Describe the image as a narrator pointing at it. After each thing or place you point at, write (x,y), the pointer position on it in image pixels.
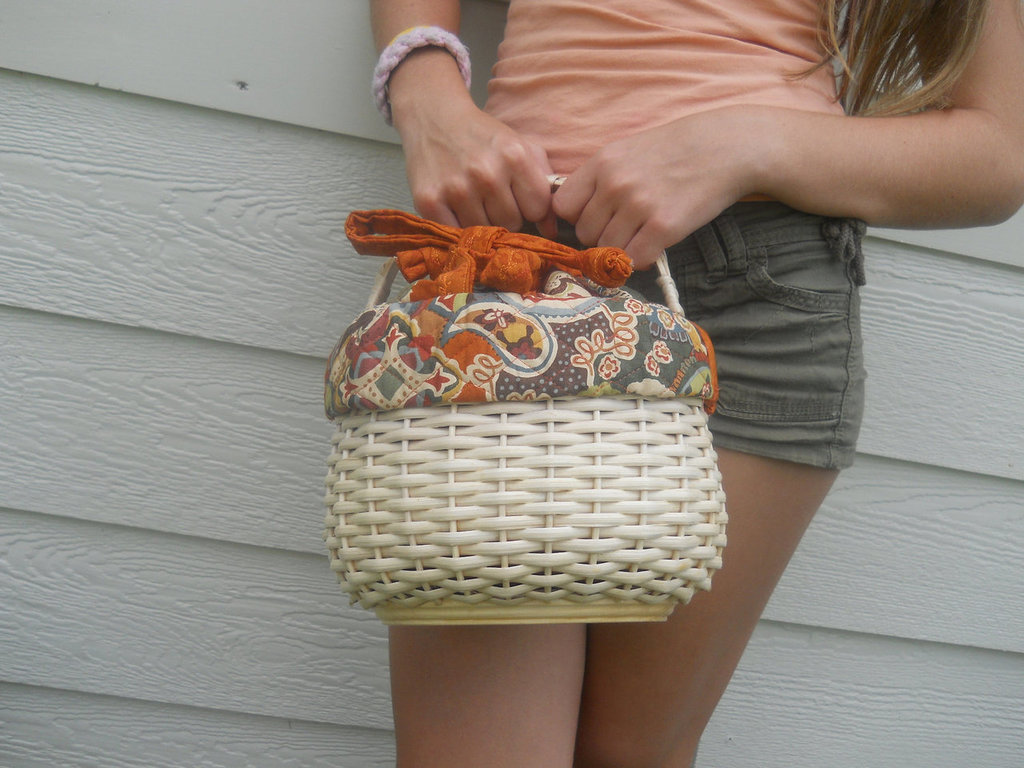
In this image I can see a woman (437,7) is standing and I can see she is holding a basket (484,268). I can also see she is wearing pink colour top (686,110), shorts (775,285) and a wristband (425,41). I can also see white colour wall (164,415) in the background (331,347).
